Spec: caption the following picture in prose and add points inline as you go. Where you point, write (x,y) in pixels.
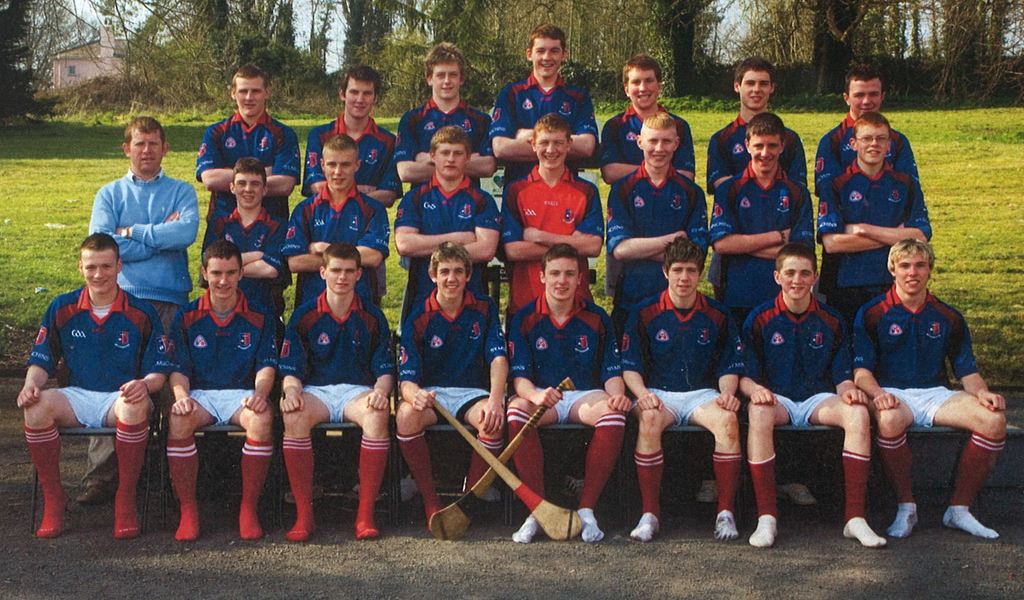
In this image, we can see a group of people (580,414). They are watching and smiling. Here we can see few people (127,427) are sitting on the chairs (673,430). At the bottom (743,551), we can see the walkway (446,583). Background (1001,296) we can see grass (991,213), plants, trees (847,39), house (91,56) and sky (332,52).
